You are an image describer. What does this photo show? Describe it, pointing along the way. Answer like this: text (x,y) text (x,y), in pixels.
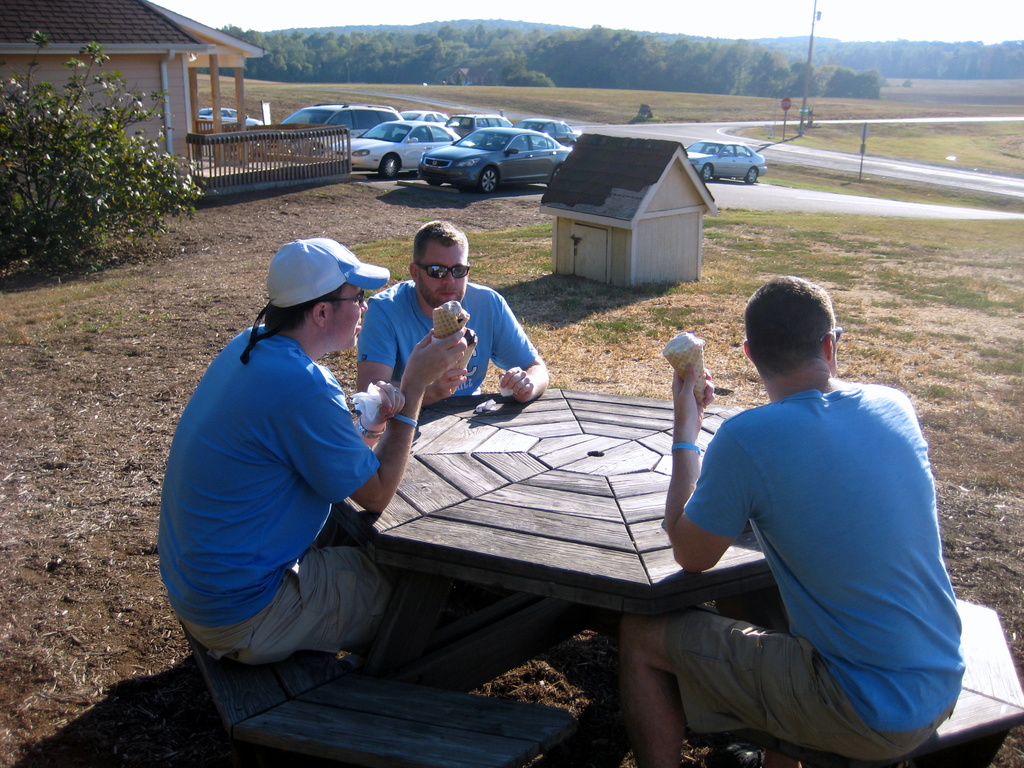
In this image there are three person (740,516) sitting on the chair (343,711). In front (613,489) there is a table (592,482). At the background (459,168) there are cars (447,138) parked on the road (791,122). There is a building (133,71) and a trees (568,54) and a sky (565,20). On the road (849,157) there is a sign board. The person (422,332) is eating a ice cream (447,319).
